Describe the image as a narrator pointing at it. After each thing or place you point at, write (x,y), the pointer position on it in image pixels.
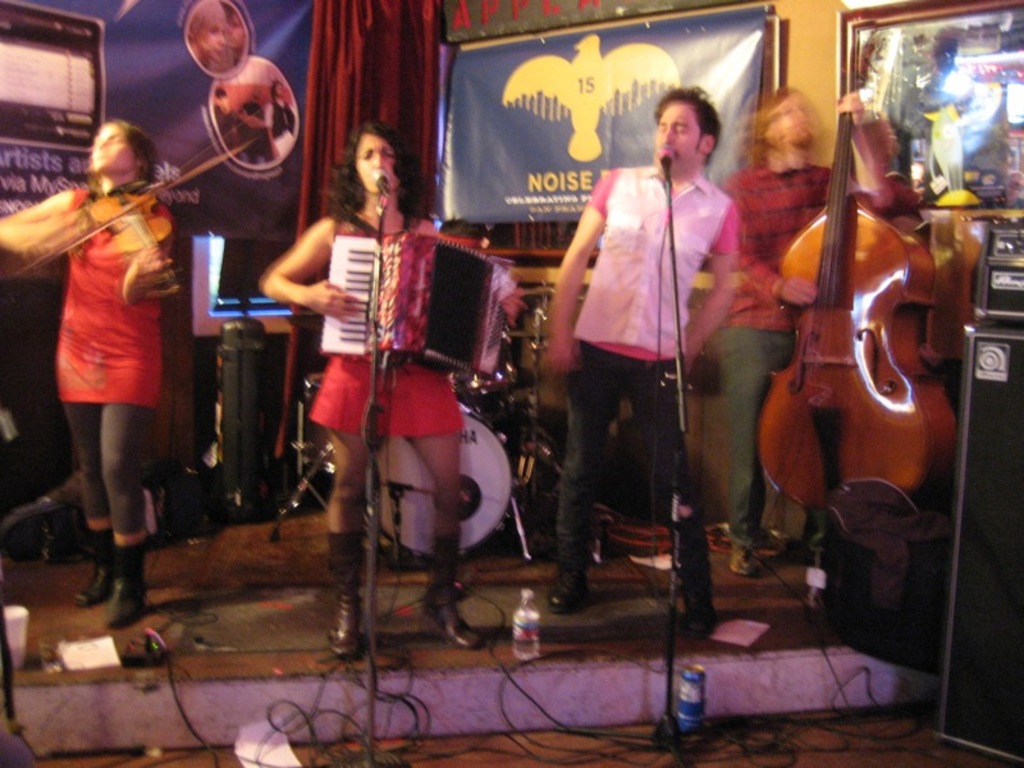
This picture is clicked inside. On the right (857,143) there is a person (801,182) standing on the ground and seems to be playing double bass (834,349) and there is a man (627,187) standing on the ground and a woman (408,391) wearing a red color dress (412,403), standing on the ground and playing a musical instrument (360,343). On the left (143,142) there is another person (122,277) standing on the ground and playing violin (126,245). In the foreground (666,206) we can see the microphones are attached to the stand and there are some objects (685,685) placed on the ground (591,621). In the background (201,149) there are some musical instruments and the banners (745,53) hanging on the wall (826,77) and we can see a curtain (347,79).
